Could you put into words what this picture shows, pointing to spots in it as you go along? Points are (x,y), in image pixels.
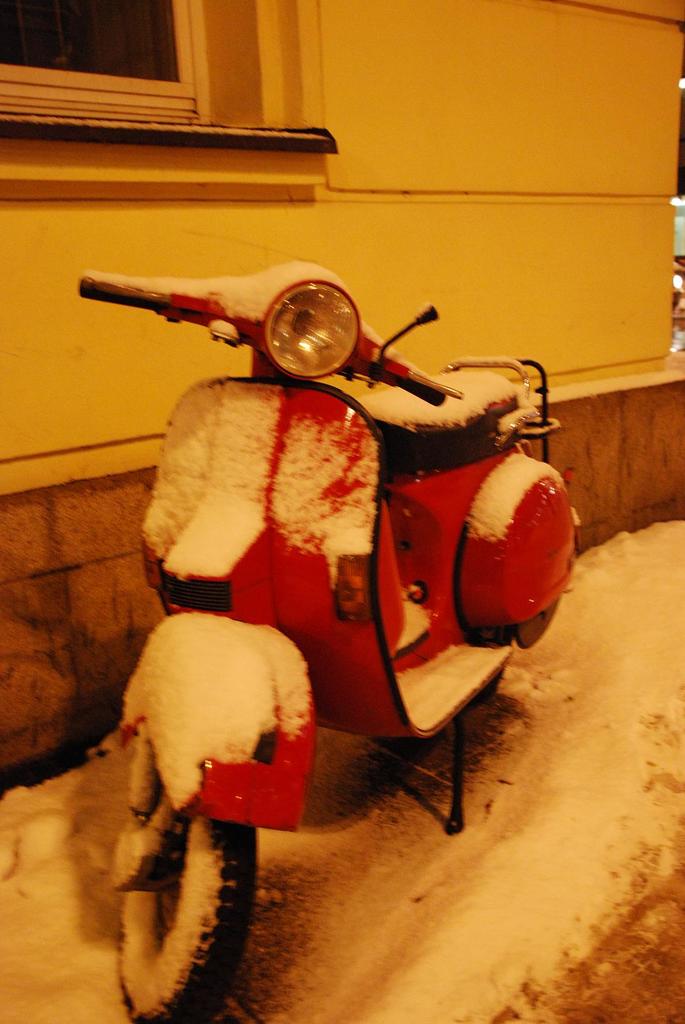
In this picture I can see there is a scooter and it is partly covered with snow (198,454) and there is a building (444,271) in the backdrop (316,196) and there is a window (86,26).
